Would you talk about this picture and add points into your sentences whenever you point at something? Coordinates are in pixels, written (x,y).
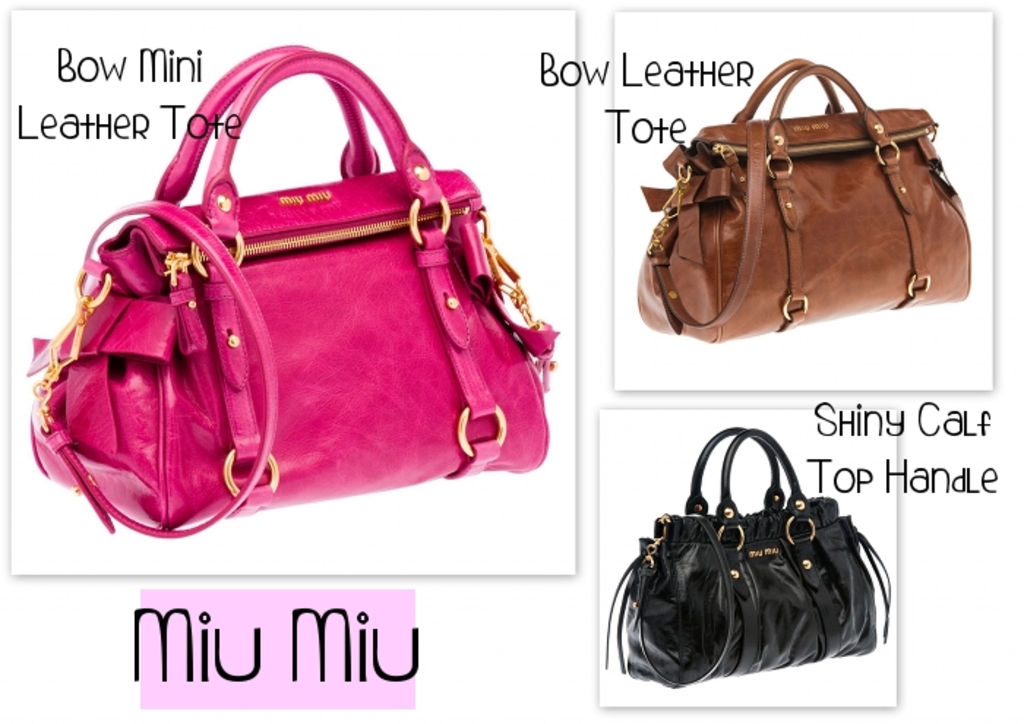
This is an edited image in which there are 3 colorful hand bags (666,264).
